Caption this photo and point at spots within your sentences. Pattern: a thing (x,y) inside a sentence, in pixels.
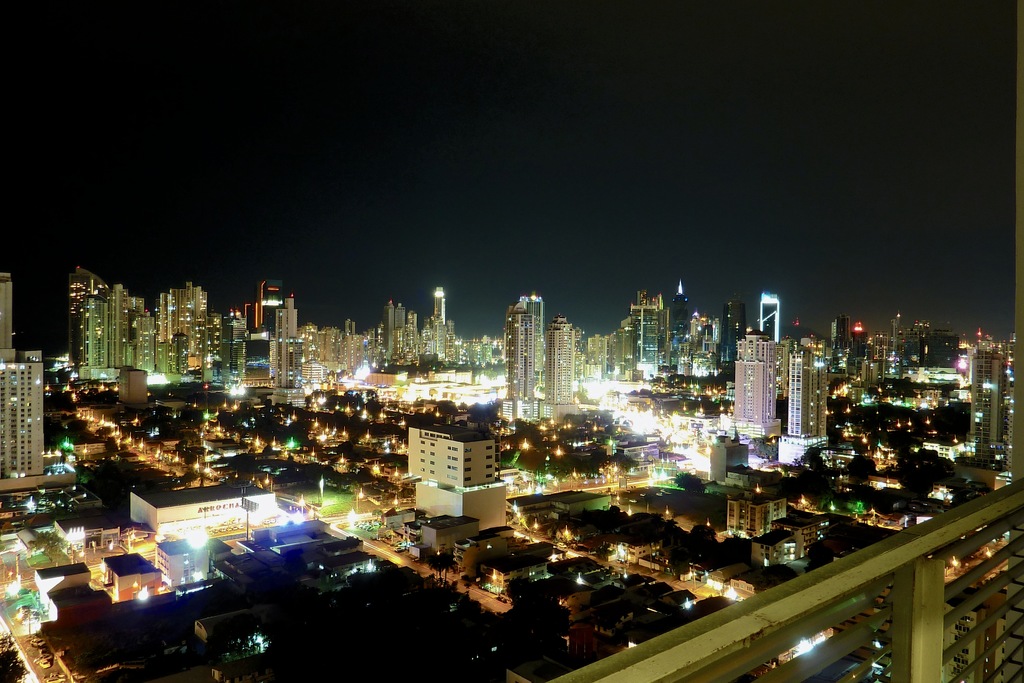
In this picture we can see the top view of a city (223,365) with lights (534,485). The sky (281,263) is dark.
